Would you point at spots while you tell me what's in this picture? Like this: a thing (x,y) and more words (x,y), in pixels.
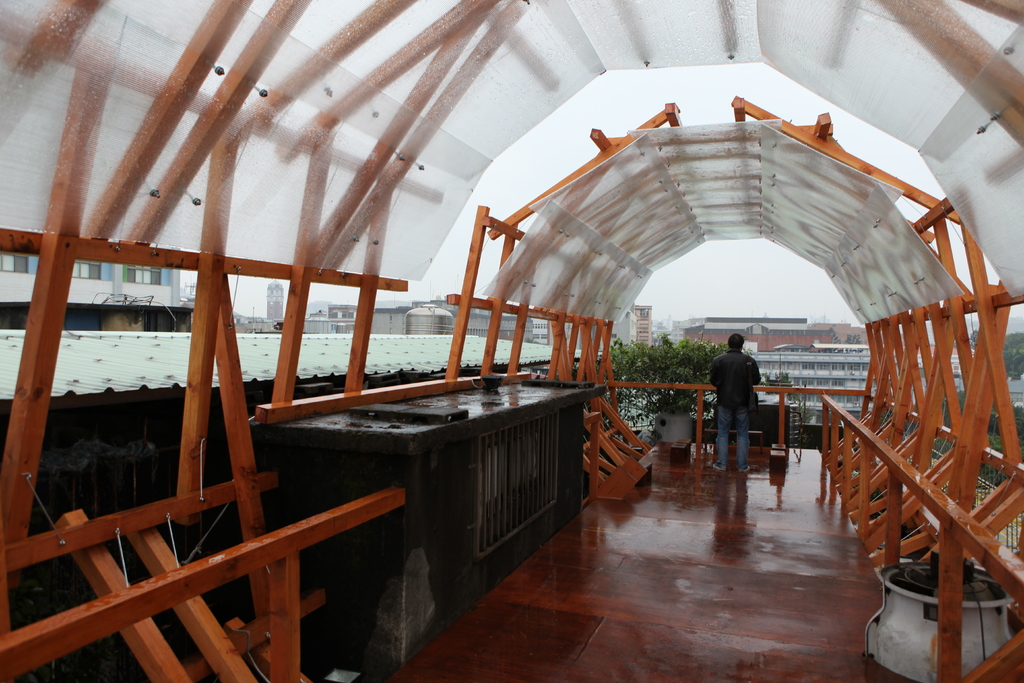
In this image in the front (477,464) on the left side (327,473) there is a black colour object (453,456) and there are wooden stands (404,392) and in the center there is a person (743,412) standing and in the background (659,342) there are buildings (692,339), trees (672,348).
